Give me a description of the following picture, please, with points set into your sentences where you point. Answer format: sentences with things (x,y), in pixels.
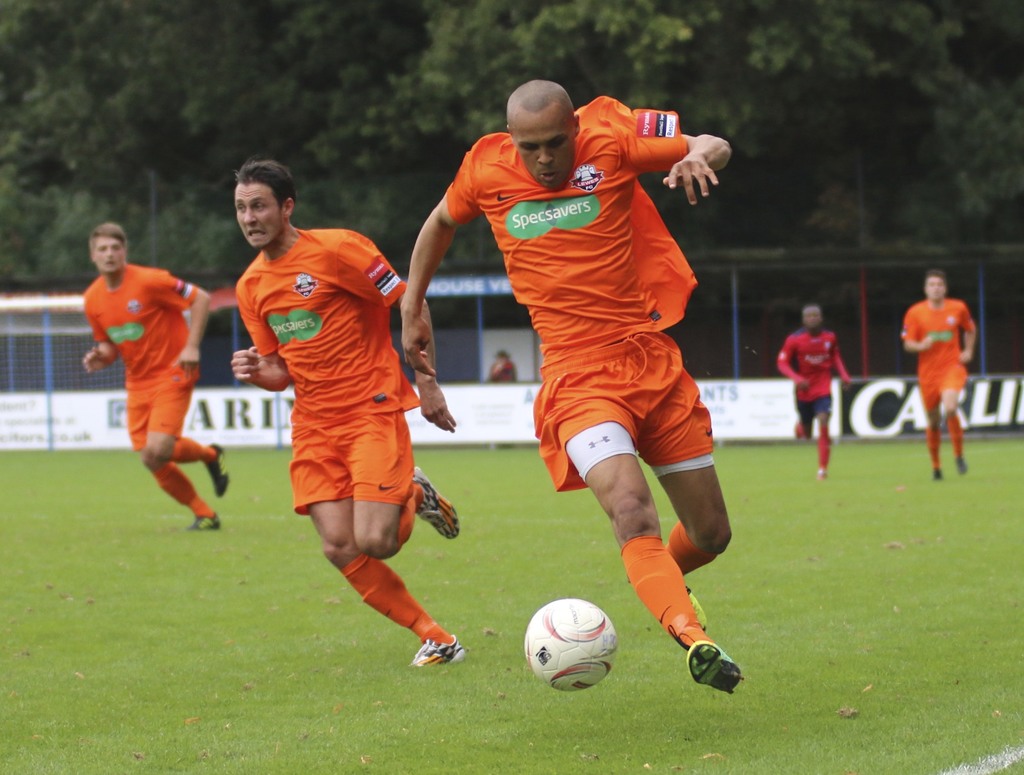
In the image we can see there are people (247,358) running. They are wearing clothes (545,452), socks (653,579) and shoes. Here we can see a ball (565,642), grass (850,641), net (64,389), fence (74,405), posts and trees (270,97).
